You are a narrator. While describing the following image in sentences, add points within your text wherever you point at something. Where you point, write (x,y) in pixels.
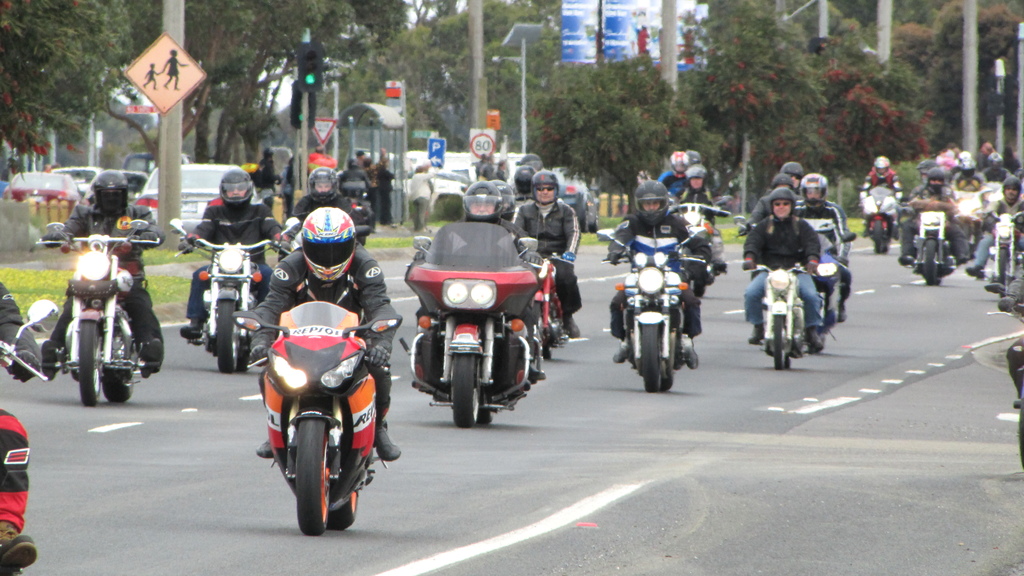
In this image there are few people (680,263) riding bikes (480,348) on the road (596,321) and there are few vehicles (187,213), signals (301,113), sign boards (483,145), poles (473,113) on the road (512,430). In the background (244,113) there are trees (502,104).
